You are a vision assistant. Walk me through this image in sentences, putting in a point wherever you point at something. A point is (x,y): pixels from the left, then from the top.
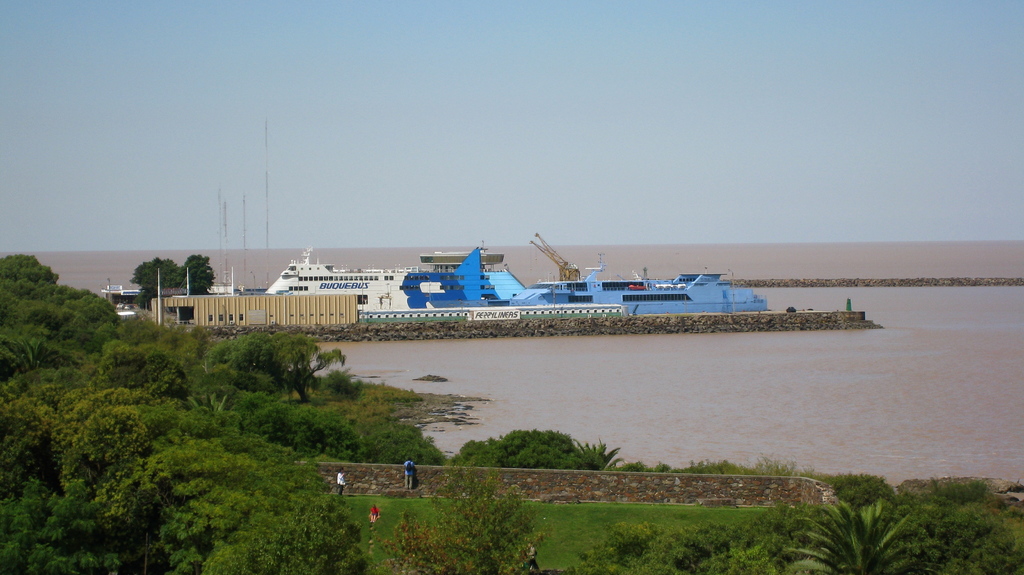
This image is taken outdoors. At the top of the image (106,105) there is a sky (483,113). At the bottom of the image (605,523) there is a ground (595,532) with grass (579,542) on it and there are many trees (235,436) and plants (784,519) on the ground (546,512). In the middle of the image (583,358) there is water (811,355) and there are two ships (410,290) and a house (277,302) and there are a few poles (244,262) and iron bars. A man (407,470) is standing on the ground (413,507) and there is a wall (595,474).
